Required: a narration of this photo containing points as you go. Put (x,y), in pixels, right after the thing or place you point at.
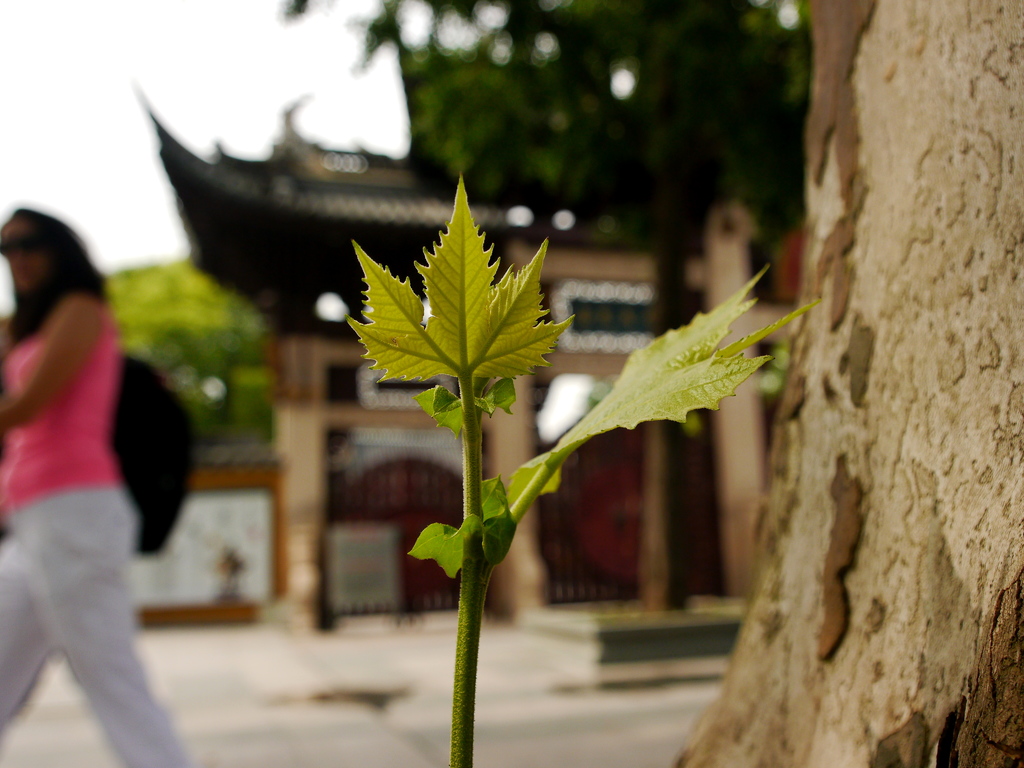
In the foreground (477,478), I can see a plant (471,471). On the right side (913,335) there is a tree trunk (922,454) and on the left side (87,453) a woman (75,604) is walking on the road (219,722). In the background (312,496) there is a building (297,378) and some trees (240,379). On the top of the image (166,45) I can see the sky (155,39).
